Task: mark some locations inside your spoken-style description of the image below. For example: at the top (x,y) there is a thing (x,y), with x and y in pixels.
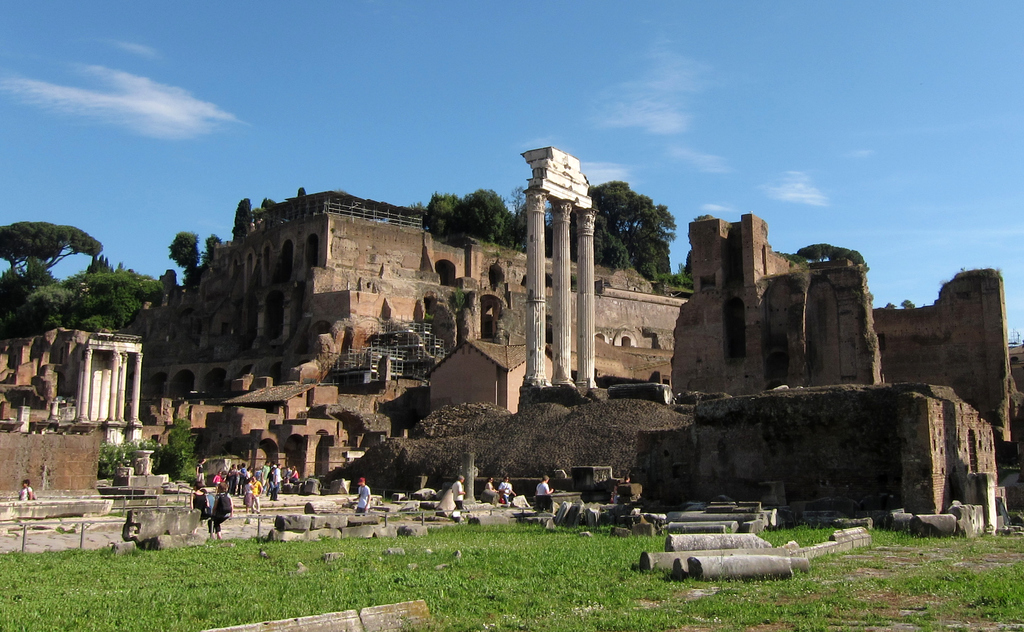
In this image there is a monument (436,377) in middle of this image (361,304) and there are some trees (22,247) behind it and there is a sky (487,133) at top of this image (434,109) and there are some persons (229,487) standing at bottom of this image (216,478) and there is some grass (466,587) at bottom of this image (202,592).
